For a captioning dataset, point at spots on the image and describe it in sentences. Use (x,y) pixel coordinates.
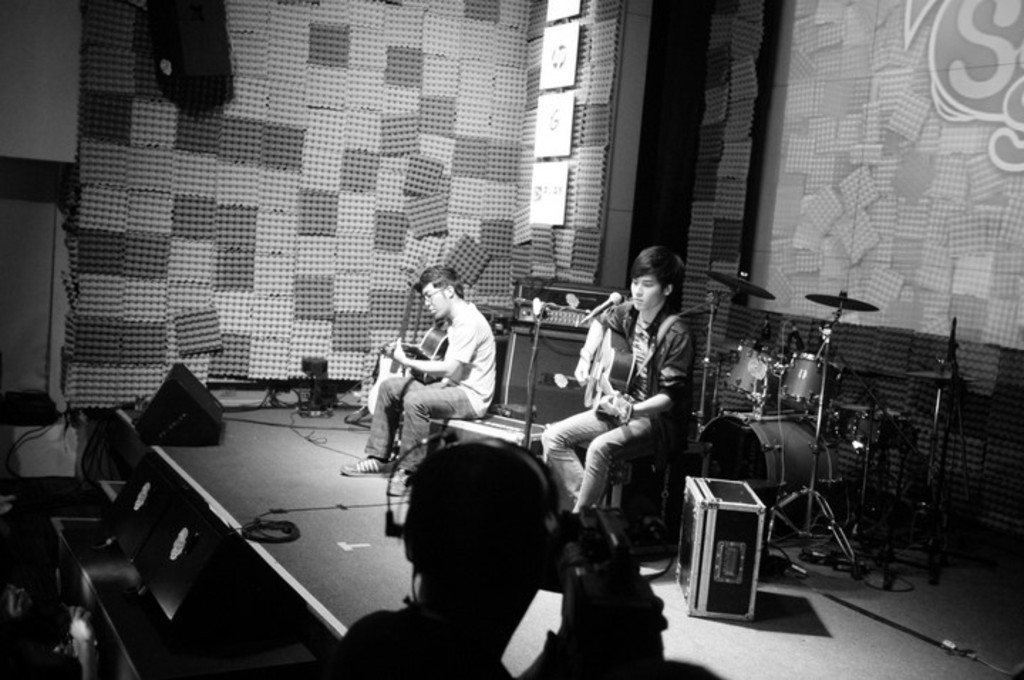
This is a black and white image. In this image we can see two men (641,313) on the stage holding the guitars (595,368). We can also see a mic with a stand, a box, a device (520,323) on a table (528,367), some musical instruments (701,411), some wires (781,566), the speaker boxes (193,415) and some boards (558,166) on a wall (582,248). In the foreground (491,624) we can see a person (490,515) holding a camera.
